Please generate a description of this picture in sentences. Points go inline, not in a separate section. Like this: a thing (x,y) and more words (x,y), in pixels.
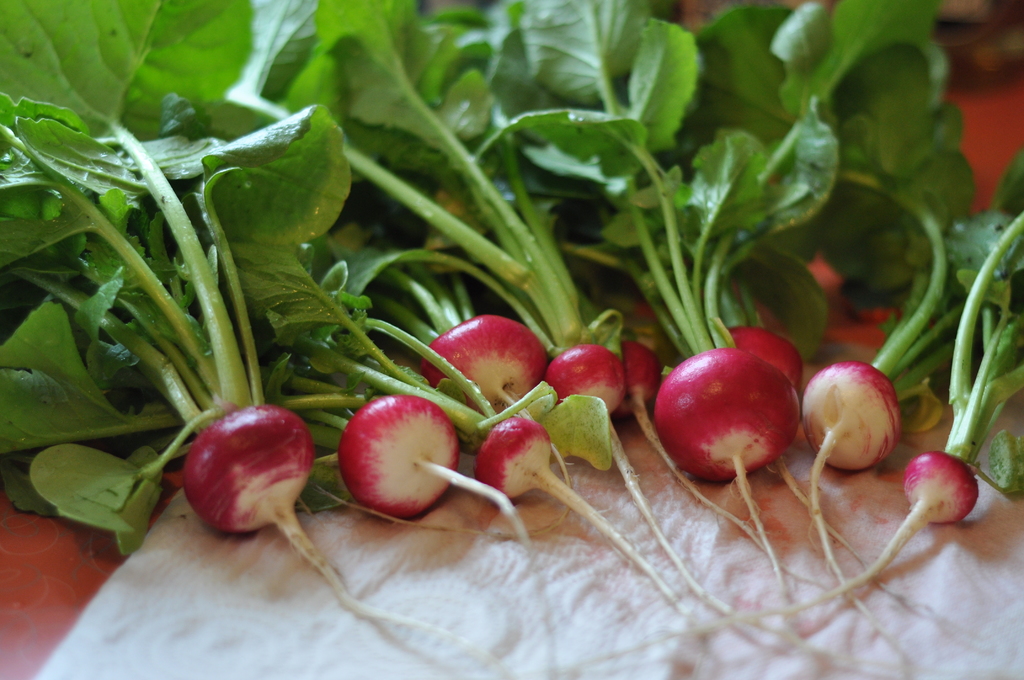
Here we can see vegetables (301,545) and this is cloth (549,596).
